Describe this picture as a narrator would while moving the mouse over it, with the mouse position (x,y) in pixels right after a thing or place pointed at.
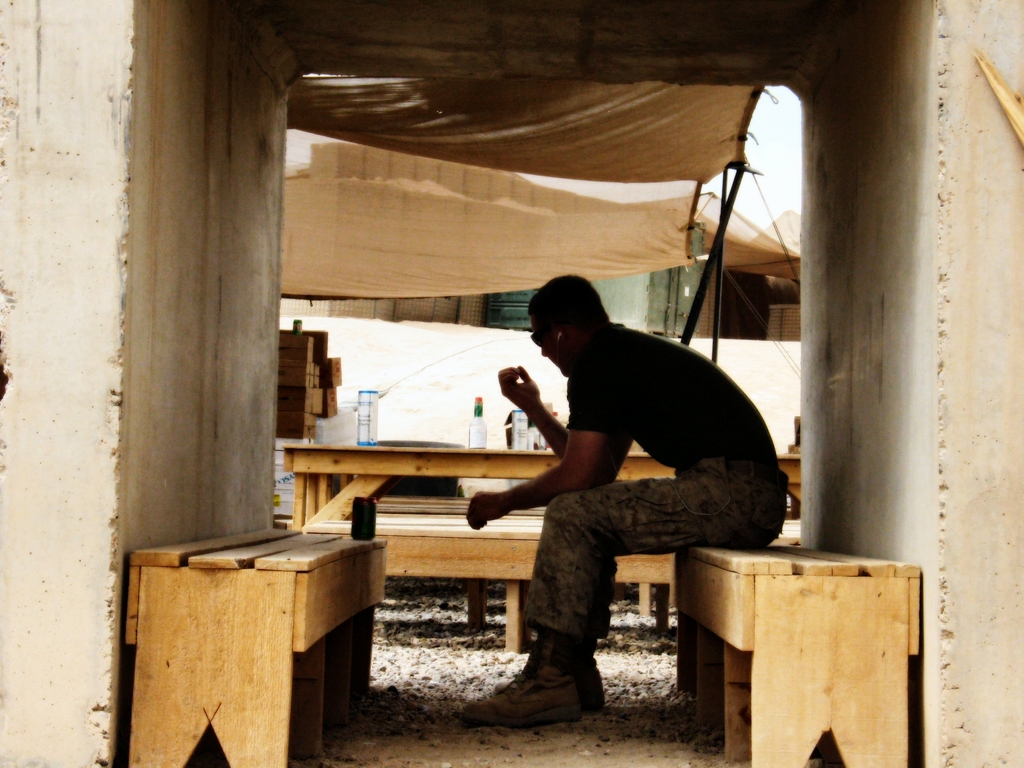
In this image, we can see cream color walls (915,341). Center of the image (594,332), a man (706,497) is sat on the bench (817,641). That is wooden one. in-front of him, there is a tin bottle (370,520) placed on the other bench (302,613). At the background (391,467), we can see few benches (462,501). On top of the one bench (449,468), we can see a bottle (476,428) here and middle. Here we can see few tents (613,128). Back side we can see some green color thing (517,314) and rods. Some wooden sticks (337,370) here.
